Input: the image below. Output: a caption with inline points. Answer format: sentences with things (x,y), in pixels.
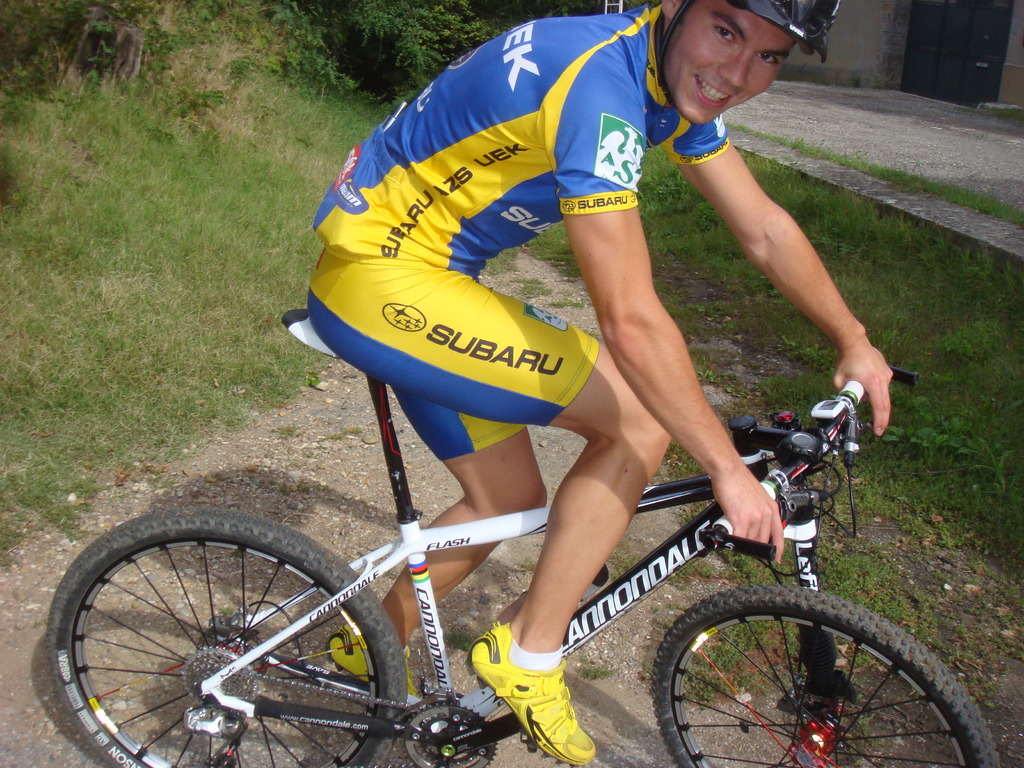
In this picture we can see a man (559,586) wore a helmet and sitting on a bicycle (691,497) and in the background (328,507) we can see trees (287,40), path (328,507).
